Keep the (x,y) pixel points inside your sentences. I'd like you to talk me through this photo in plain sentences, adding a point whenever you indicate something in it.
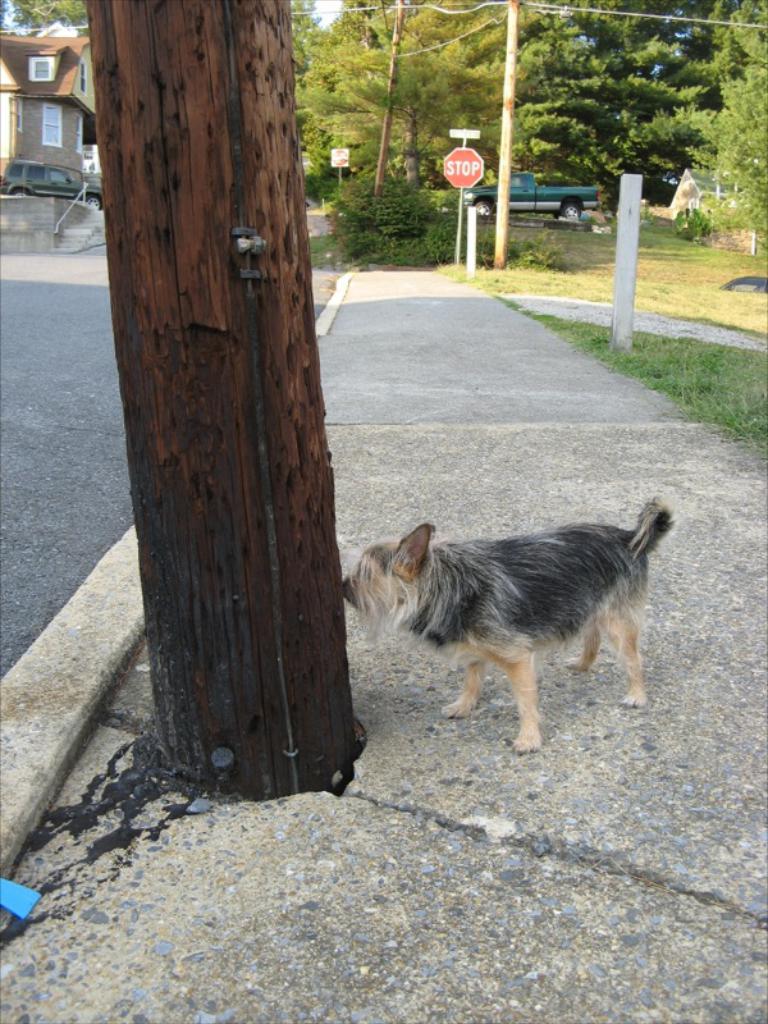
In this picture there is a dog (498,588) which is standing in front of a wooden pole (293,466) and there are few vehicles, trees (394,172) and a building (64,101) in the background (442,97).
